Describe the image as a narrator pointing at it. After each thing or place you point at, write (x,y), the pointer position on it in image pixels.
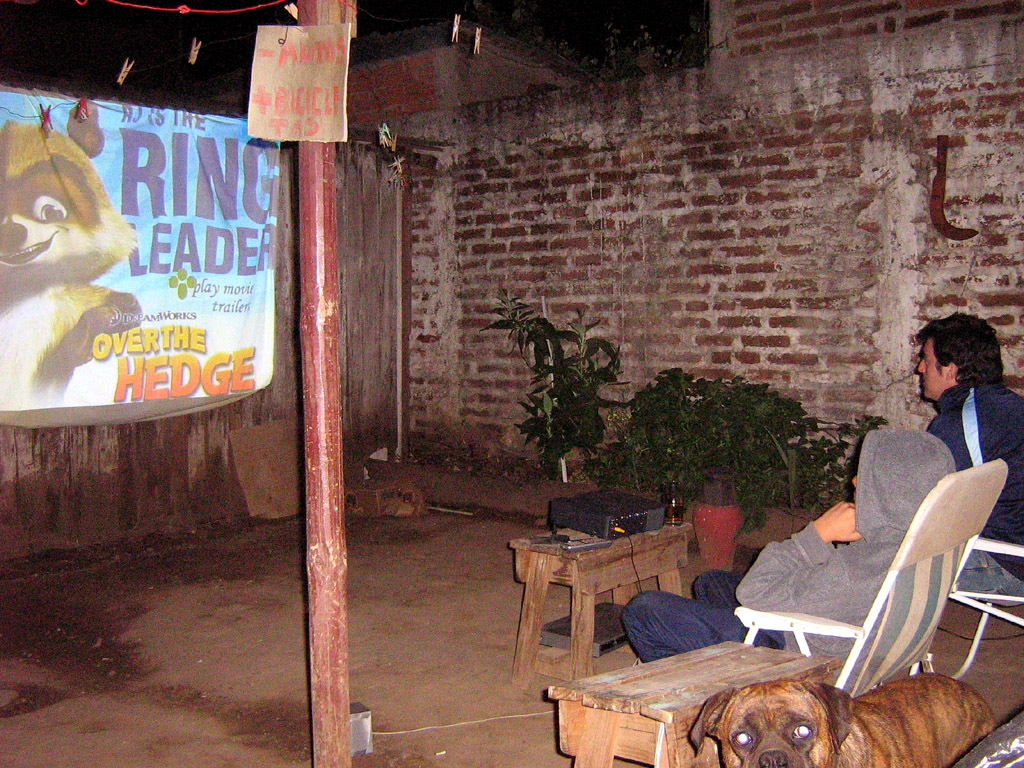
In this image there are 2 persons (836,524) sitting in the chairs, there is a dog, plants (651,486), tables (633,545), projector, name board (343,36) attached to a pole (339,17), a screen (262,162), wall (524,137), clips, rope (190,7), knife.
